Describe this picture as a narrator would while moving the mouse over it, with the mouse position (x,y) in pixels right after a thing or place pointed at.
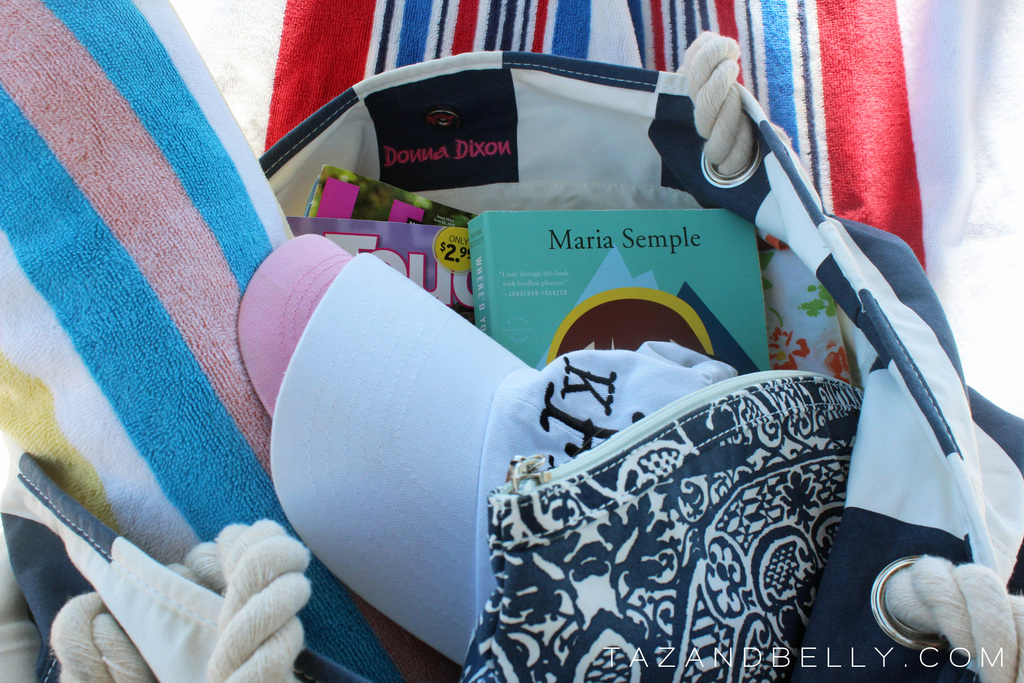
In the foreground of this picture (374,448), there are caps (286,401), a small bag (601,562), towel (93,418), books (598,233) in a bag (899,664). In the background (326,32), there is another red towel (690,39).
